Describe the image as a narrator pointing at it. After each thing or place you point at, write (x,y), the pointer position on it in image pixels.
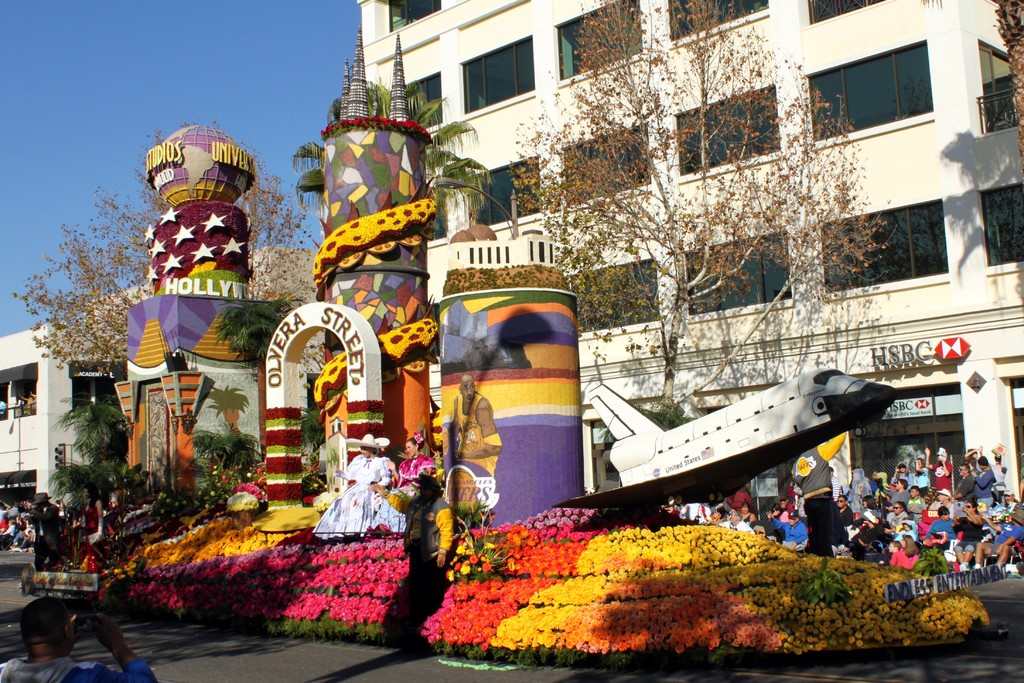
In this image I can see two persons (364,474), they are wearing pink and white color dresses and I can also see few flowers (538,617) in multi color. Background (963,411) I can see few other people (1003,550) sitting and I can see the colorful background (203,117), and I can see buildings (498,112) in white color trees (376,85) in green color and I can also see few glass windows (643,161) and the sky (180,95) is in blue color.
